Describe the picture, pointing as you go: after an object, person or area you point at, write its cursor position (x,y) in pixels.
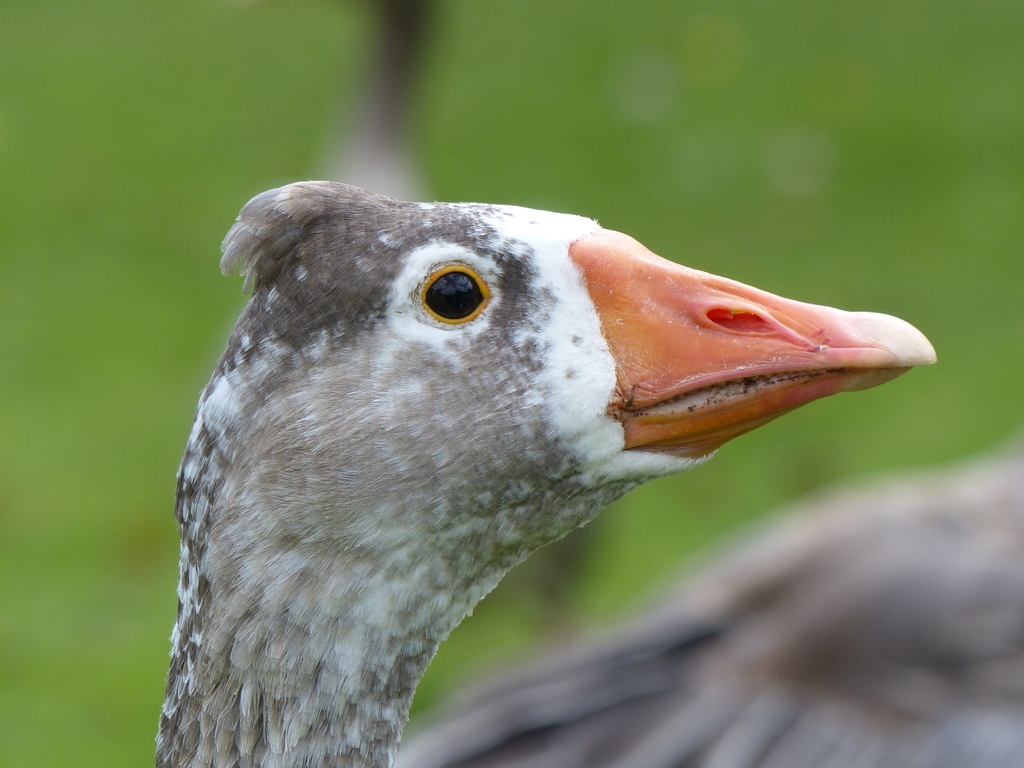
In this image I can see a white and grey colour bird (397,489) in the front (347,460). I can also see green colour in the background (430,197) and I can see this image is little bit blurry.
